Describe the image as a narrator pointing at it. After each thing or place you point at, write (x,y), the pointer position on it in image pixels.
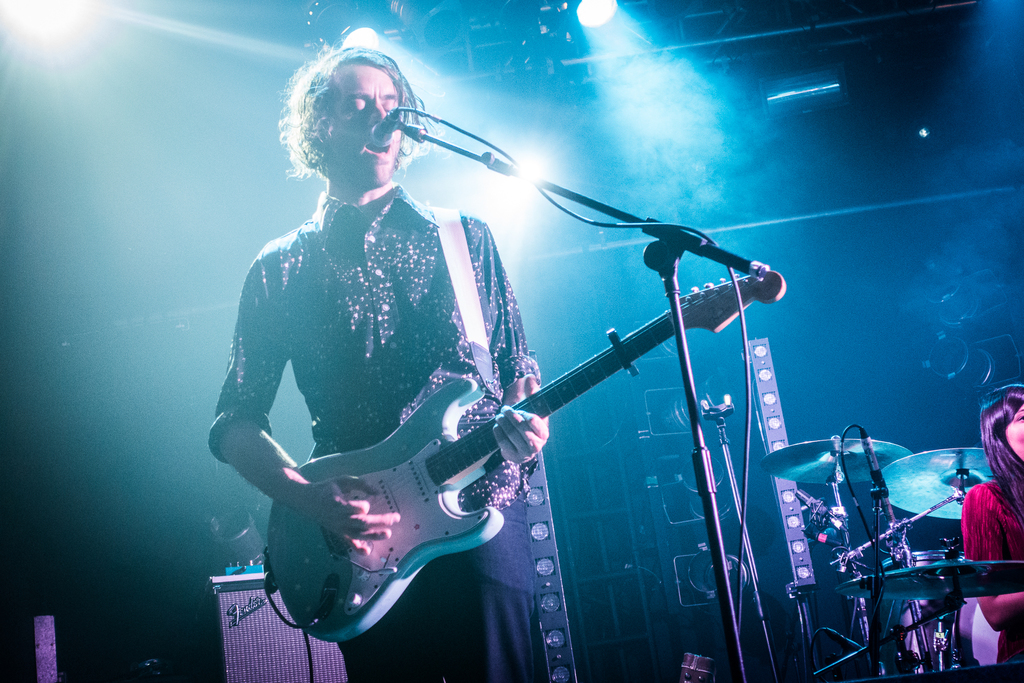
In this image, there is a person (362,343) wearing clothes (368,395) and playing a guitar (421,537). There is a mic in front of this person (489,547). There is a person (986,521) and some musical instruments (926,469) in the bottom right of the picture (963,474). There are some lights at the top of the image (607,7).
